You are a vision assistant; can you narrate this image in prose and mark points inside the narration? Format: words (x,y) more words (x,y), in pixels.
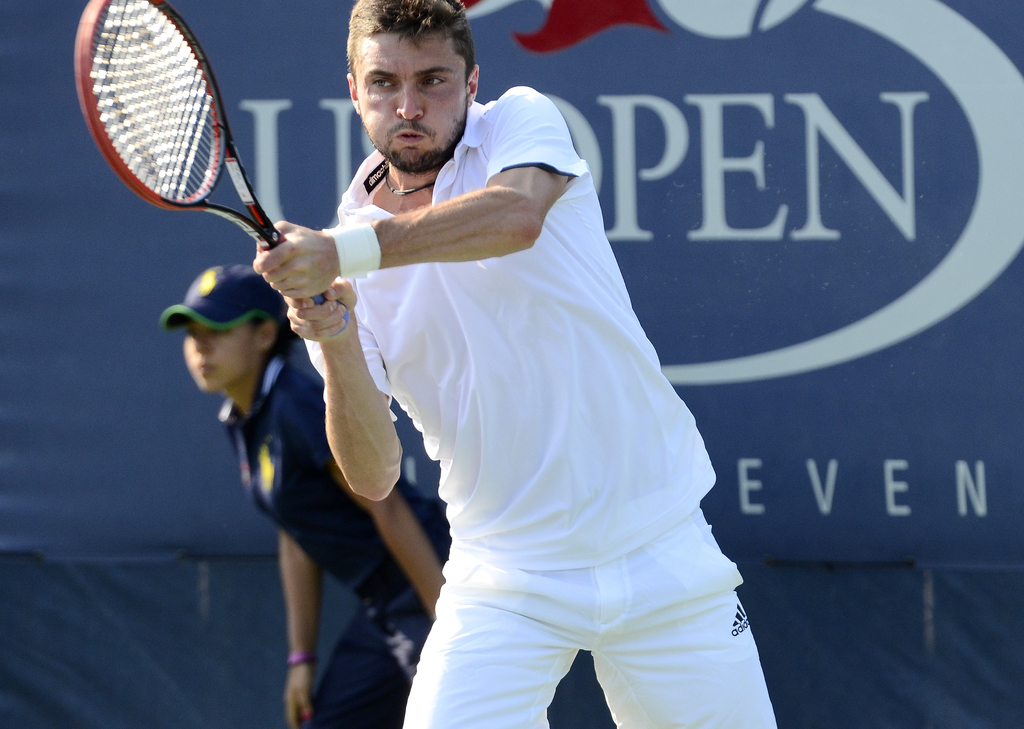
In this picture there is a person (475,610) who is standing at the center of the image (680,468) by holding a tennis bat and there is other lady (230,355) behind the person (449,311) who is bending towards, it seems to be a play ground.
